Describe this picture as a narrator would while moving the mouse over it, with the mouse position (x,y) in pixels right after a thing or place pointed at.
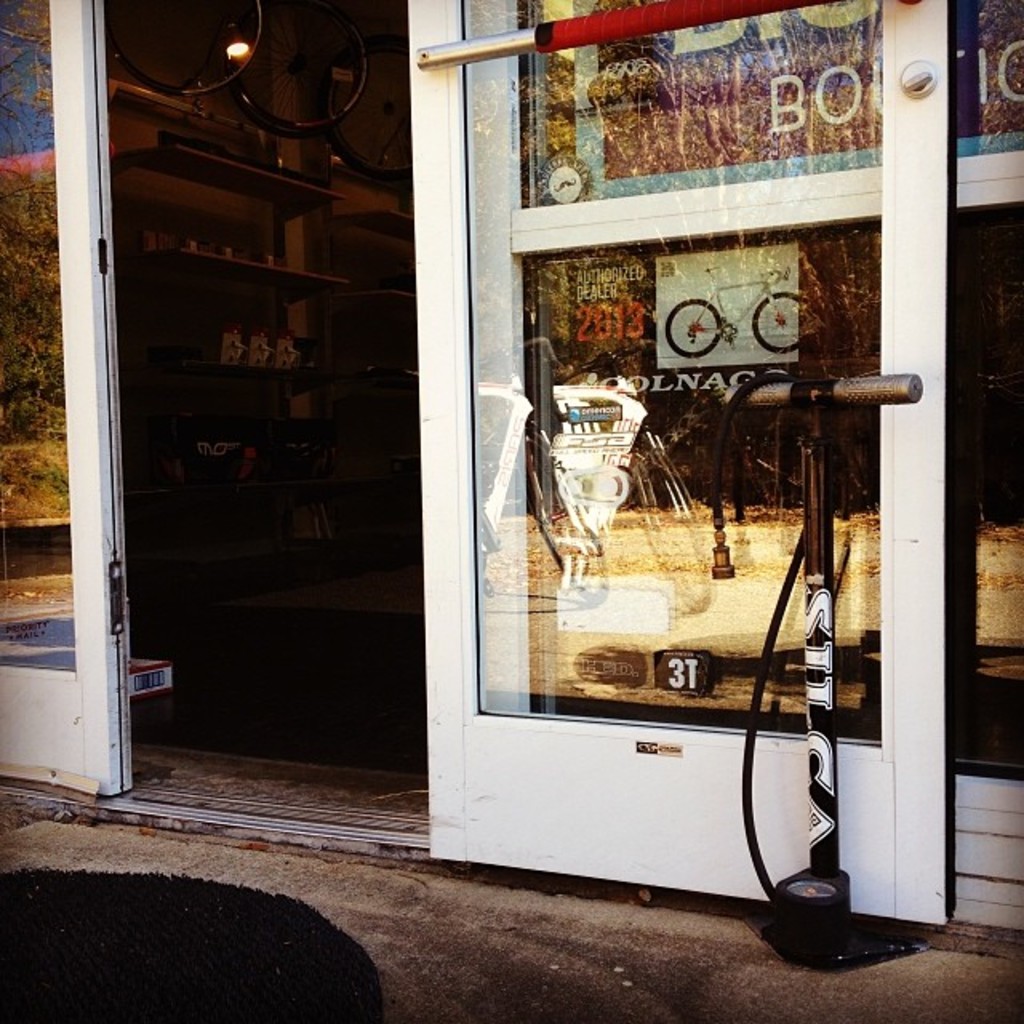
It is a picture of a store (436,657). In this picture I can see door (471,556), racks (346,372), wheels (244,87), light (241,53) and objects (505,477).
